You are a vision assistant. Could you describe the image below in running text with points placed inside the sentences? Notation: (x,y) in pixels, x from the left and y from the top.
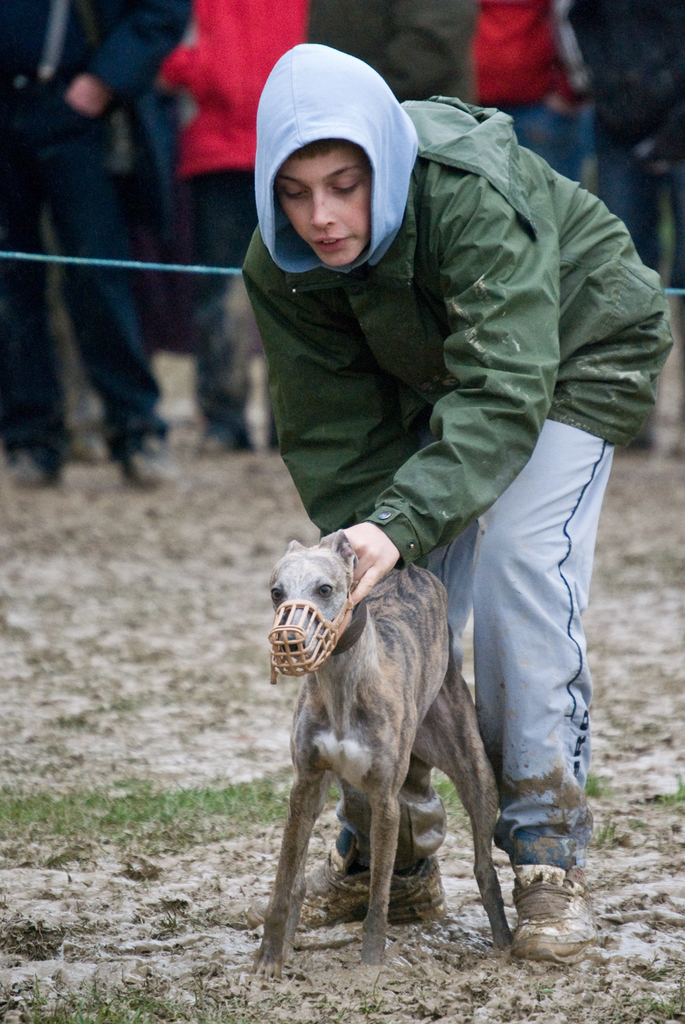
There is a man (491,392) wearing a rain jacket (483,407) catching a dog (387,615) and there are persons (219,295) behind him watching them.
